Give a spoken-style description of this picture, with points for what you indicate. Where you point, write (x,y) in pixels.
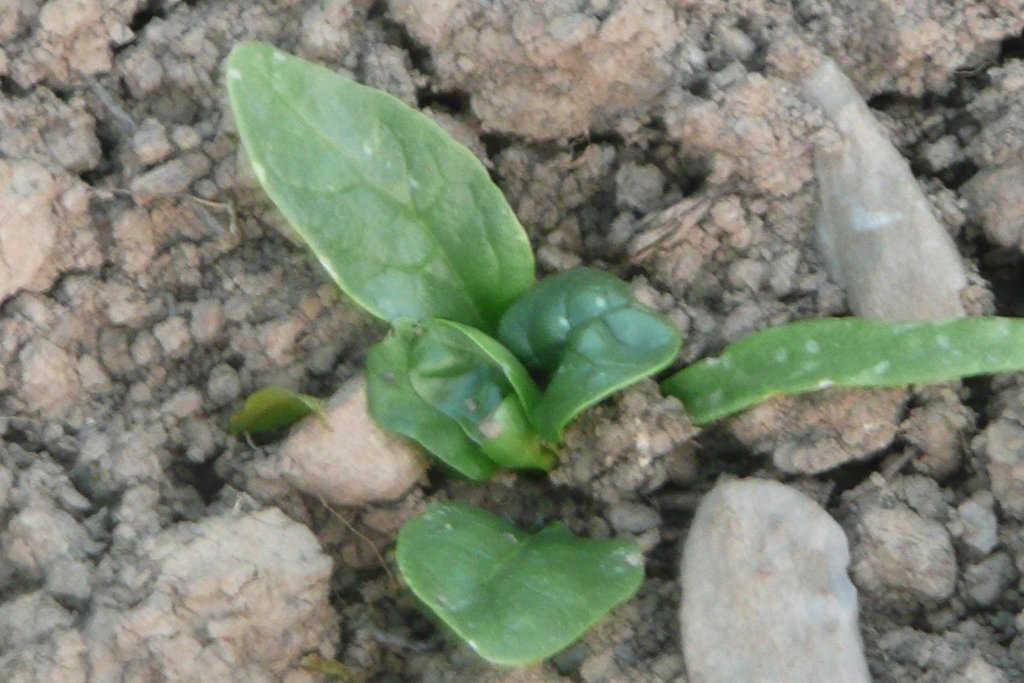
In this image, we can see green leaves (488,398) and ground (431,478).
